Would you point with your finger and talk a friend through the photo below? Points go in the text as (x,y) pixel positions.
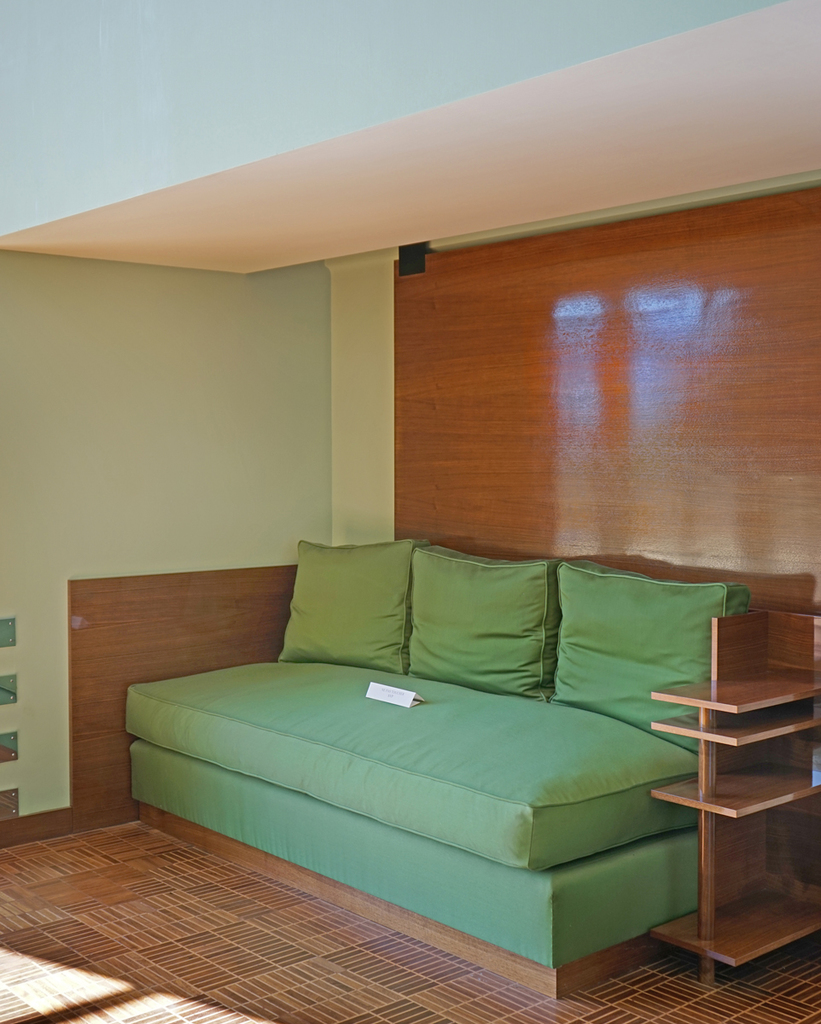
there is a sofa (398,575) in the room (160,566).
